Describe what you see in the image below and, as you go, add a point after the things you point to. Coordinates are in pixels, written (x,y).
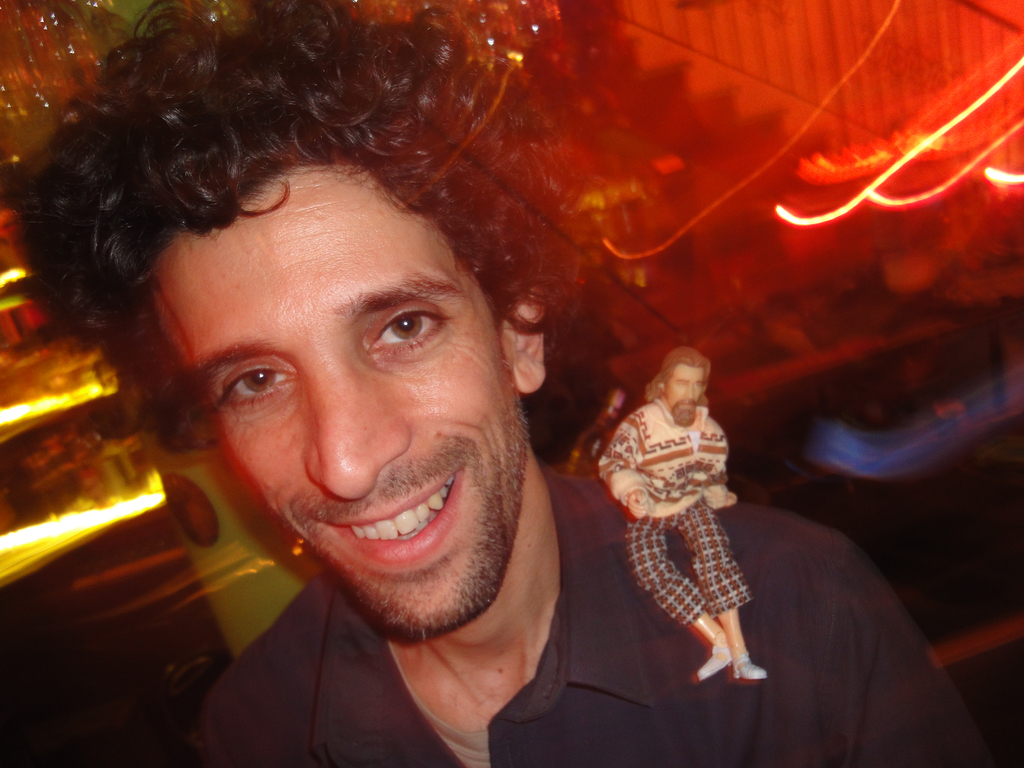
This image is taken indoors. In the middle of the image (475,505) there is a man (233,429) and there is a toy of a man (707,505) on his shoulder (793,601) and he is with a smiling face (314,430).
